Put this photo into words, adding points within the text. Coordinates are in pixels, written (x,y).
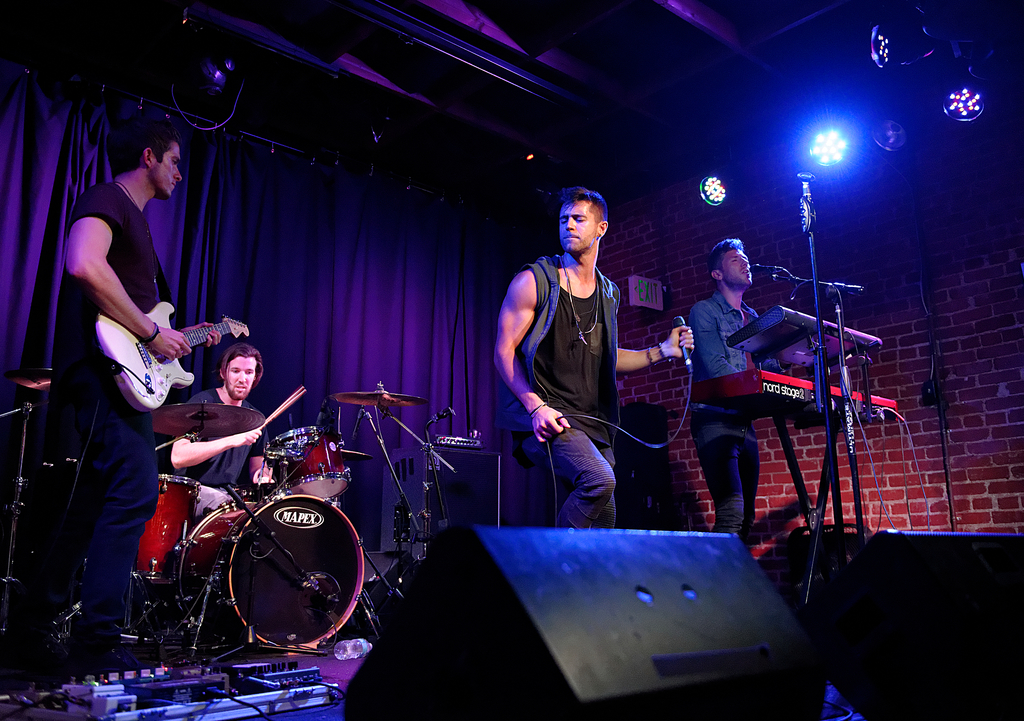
In this picture we can see four persons (544,334) playing musical instruments (306,440) such as drums (244,420), guitar (123,373), piano (770,394) and here person (606,327) singing on mic (677,326) and in background (459,256) we can see curtains (437,228), light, wall (971,384).
